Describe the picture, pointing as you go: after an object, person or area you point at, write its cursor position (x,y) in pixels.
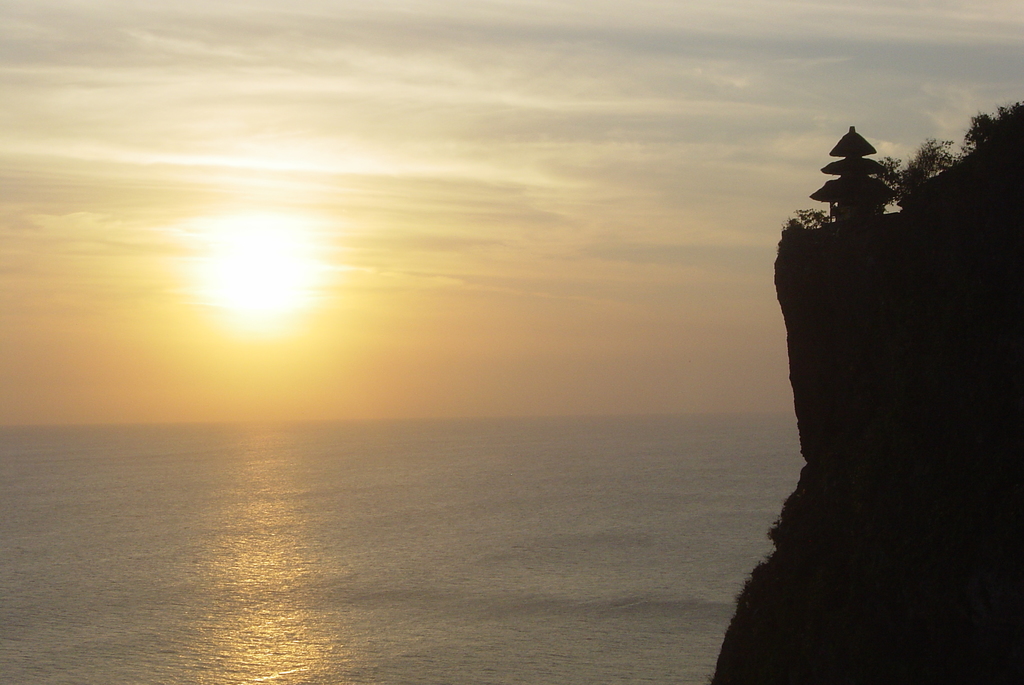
In this picture I can see there is a ocean (328,575) into left and there is a mountain (796,558) here at right (800,261), there is a building (877,215) and trees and the sky (561,264) is sunny and it is cloudy.
